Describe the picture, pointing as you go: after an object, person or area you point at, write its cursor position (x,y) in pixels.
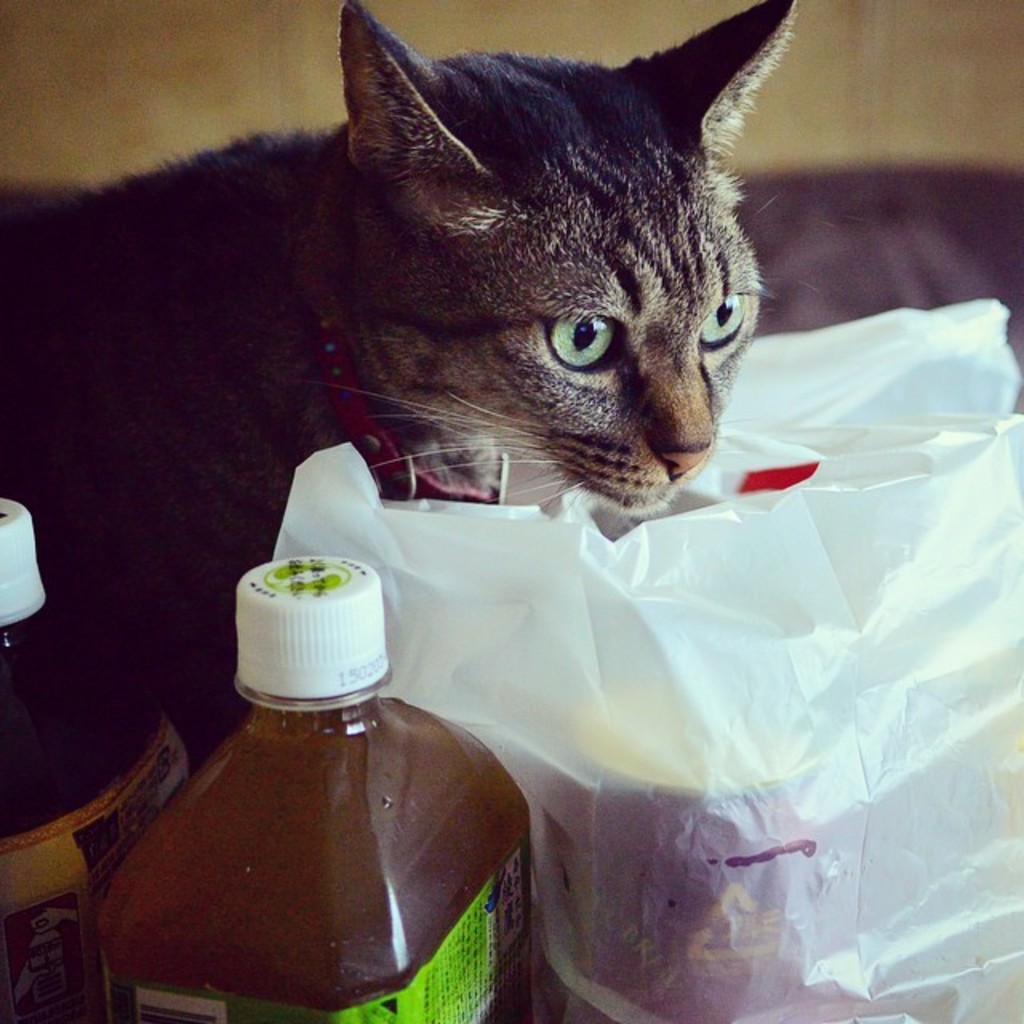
In the given image we can see a cat (202,197), bottle (172,756) and a plastic bag (717,642).
